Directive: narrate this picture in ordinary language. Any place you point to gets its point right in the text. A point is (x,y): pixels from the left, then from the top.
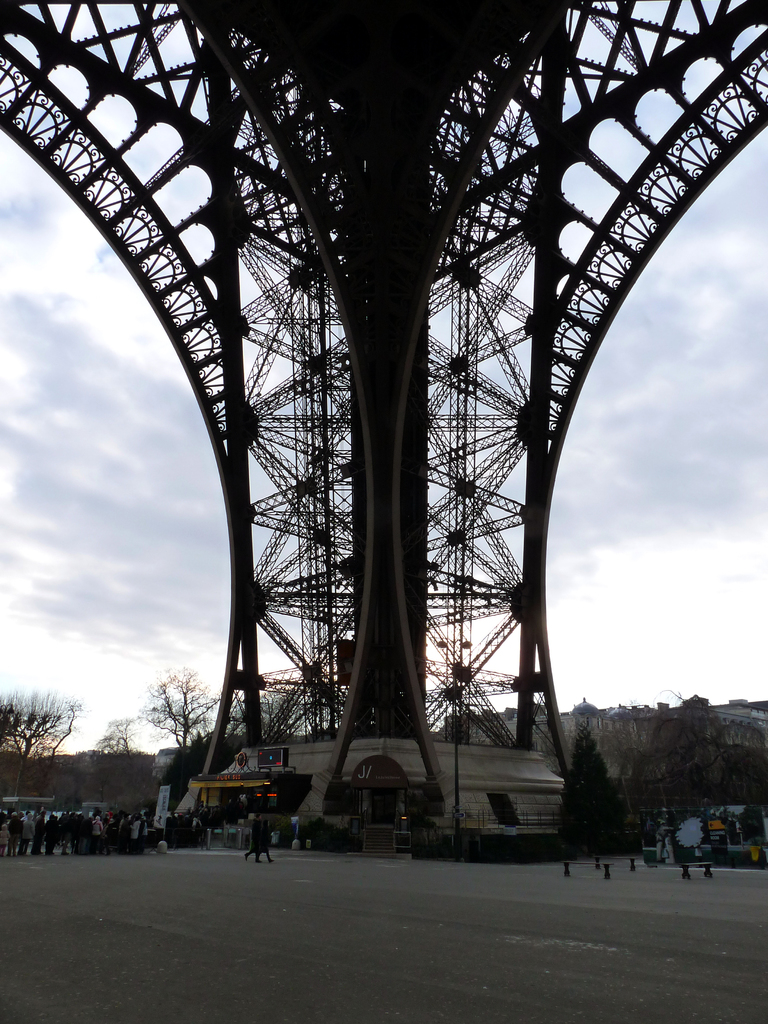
In this image, we can see a tower (381,749) and in the background (138,813), there are trees (81,784), people (117,834). At the bottom (301,939), there is road (418,937).
